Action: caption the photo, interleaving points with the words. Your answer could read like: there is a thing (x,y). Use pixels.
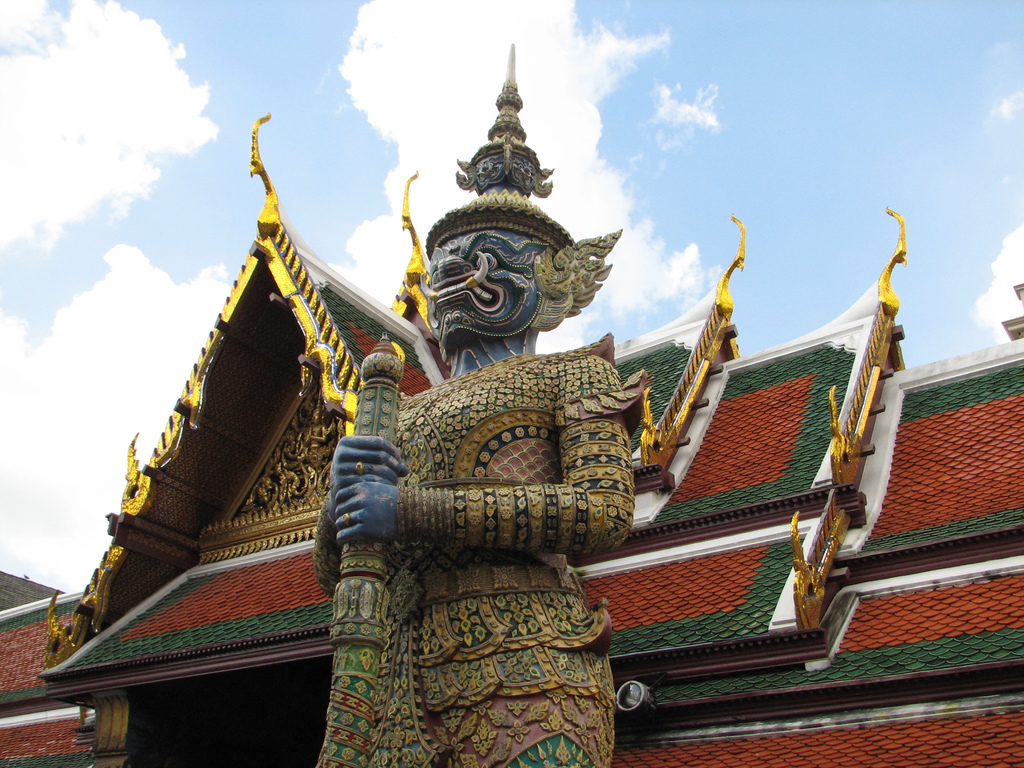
In this image we can see a statue (490,588). In the background (54,393) we can see roofs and clouds (433,204) in the sky (434,106).
